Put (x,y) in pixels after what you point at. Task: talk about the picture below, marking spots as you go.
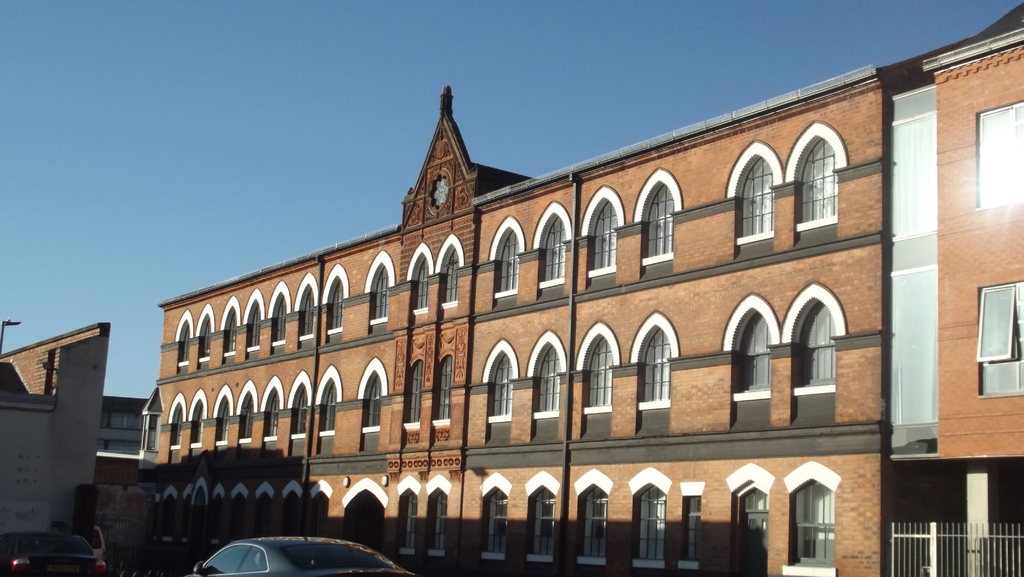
In this picture we can see buildings (141,402), at the bottom (240,545) there are cars (99,536), we can see windows (326,421) of this building (345,428), there is the sky (346,100) at the top of the picture (336,69), at the right bottom (985,569) we can see fencing panel (951,549).
